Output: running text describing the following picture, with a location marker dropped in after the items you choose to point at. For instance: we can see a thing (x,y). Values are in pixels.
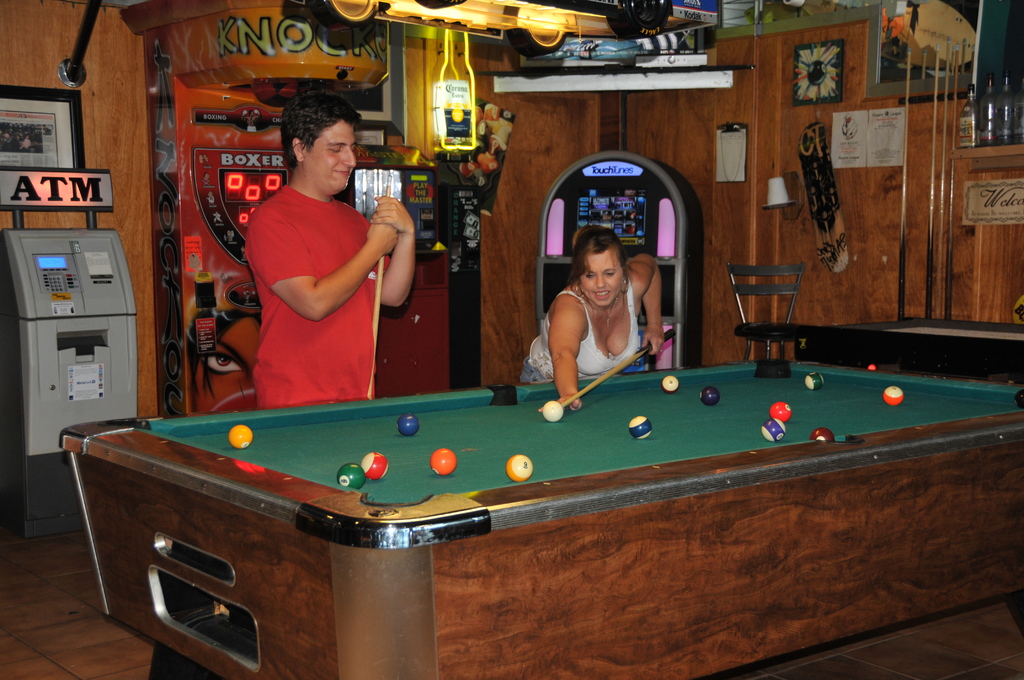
There are two members (336,308) standing in a room (418,393), playing a billiards game. In the background (71,282), there is an ATM (65,317) and some games (202,146) here. There is a chair (773,288).
